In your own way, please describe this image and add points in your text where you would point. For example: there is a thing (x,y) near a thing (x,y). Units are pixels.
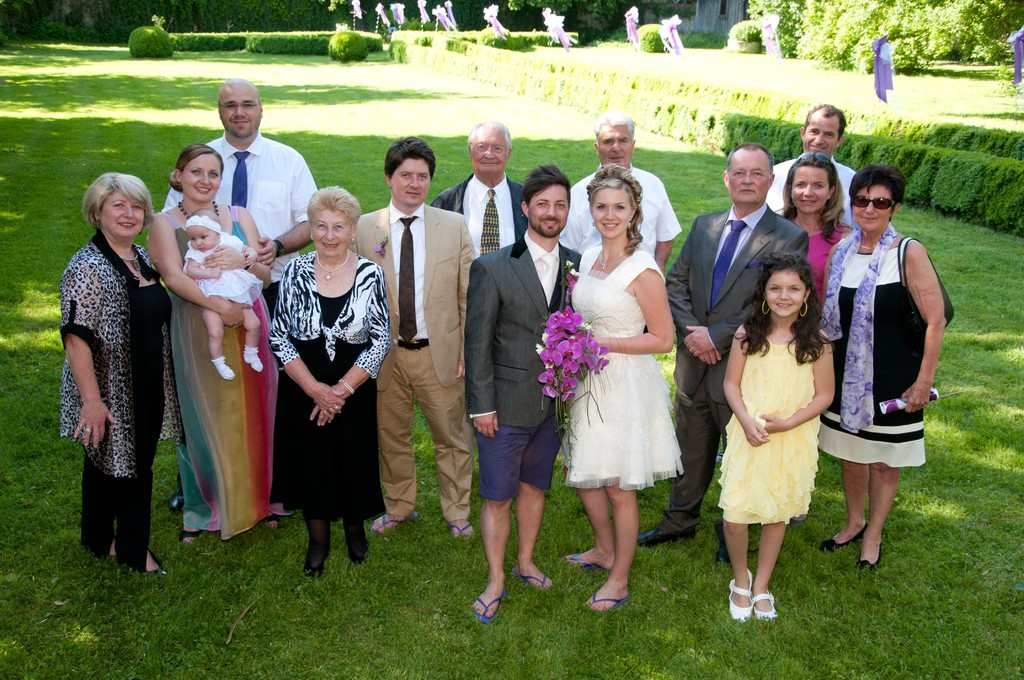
In this image I can see there are people (366,305) standing on the grass (711,490) and holding a flower (568,358) and an object (903,408). And there are plants (277,30) and trees (312,8). And there is a cloth (679,41) tied to the stick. And at the back (703,22) it looks like a building (722,25).
